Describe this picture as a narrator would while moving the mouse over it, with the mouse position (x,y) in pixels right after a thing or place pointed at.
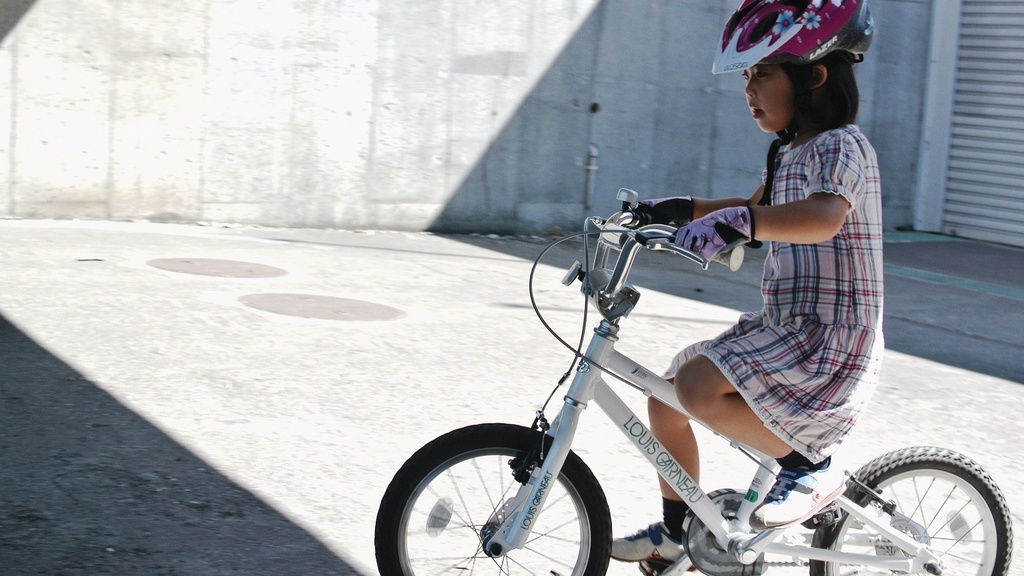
In the foreground of the picture (741,406) there is a girl (790,339) riding a bicycle (848,517), she is wearing a helmet (805,55). To the top right (969,90) there is a shutter (977,197). In the background (393,99) there is a wall (290,131).
